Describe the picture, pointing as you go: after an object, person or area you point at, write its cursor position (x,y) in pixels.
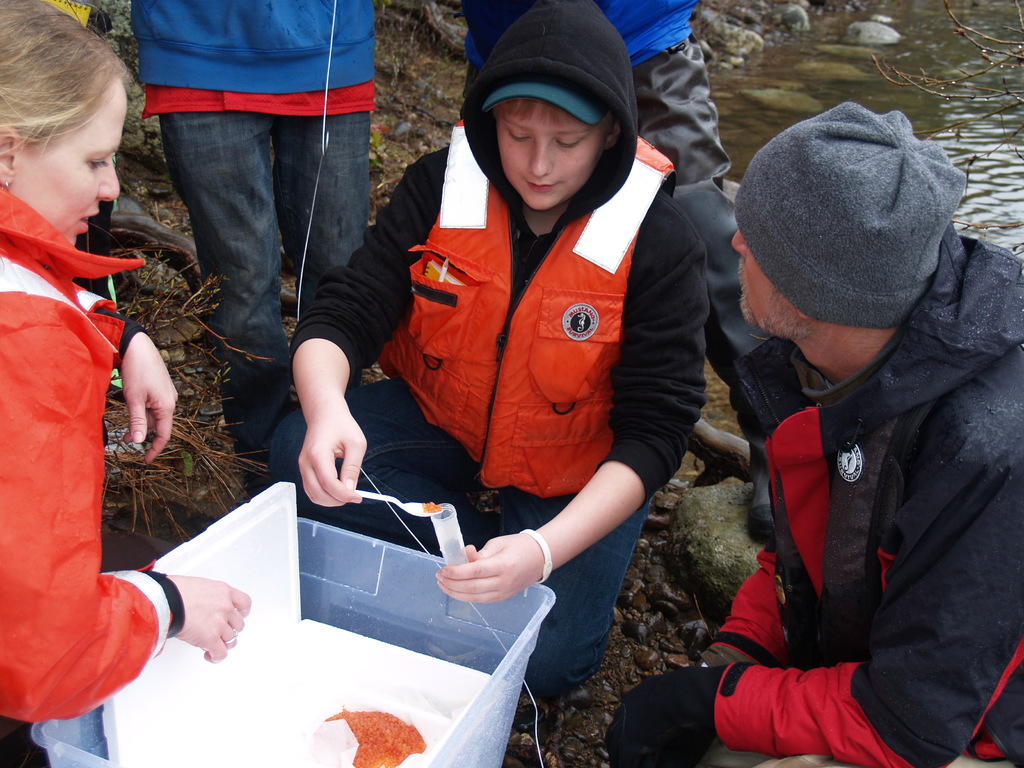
In this image there is a person (472,535) holding the tube (450,529) and a spoon (362,491). In front of him there is a tub (497,674). There is some object (365,693) inside the tub (328,670). Beside him there are a few other people (5,139). Behind them there is water (920,12). There are rocks (879,19).
